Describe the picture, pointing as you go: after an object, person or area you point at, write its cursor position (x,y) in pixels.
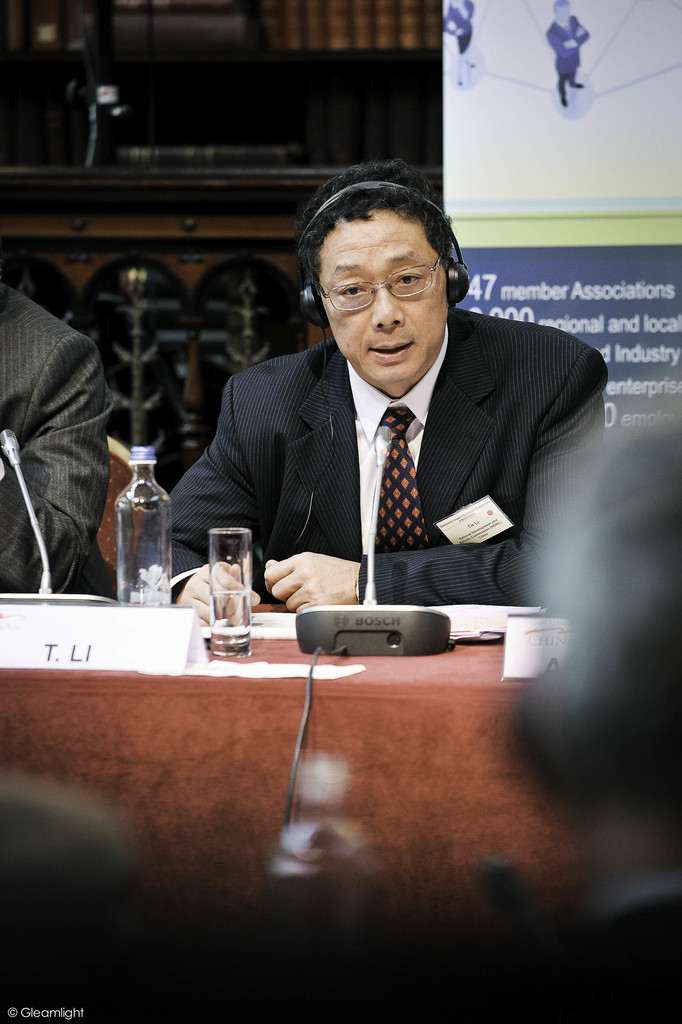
In this image there is a man (486,323) who is wearing the headphones (452,295) and sitting on the chair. There is a table (261,650) in front of him on which there is glass (220,556), glass bottle (153,525) and mic (15,445). At the background (552,112) there is banner (555,138) and wall (418,108).
